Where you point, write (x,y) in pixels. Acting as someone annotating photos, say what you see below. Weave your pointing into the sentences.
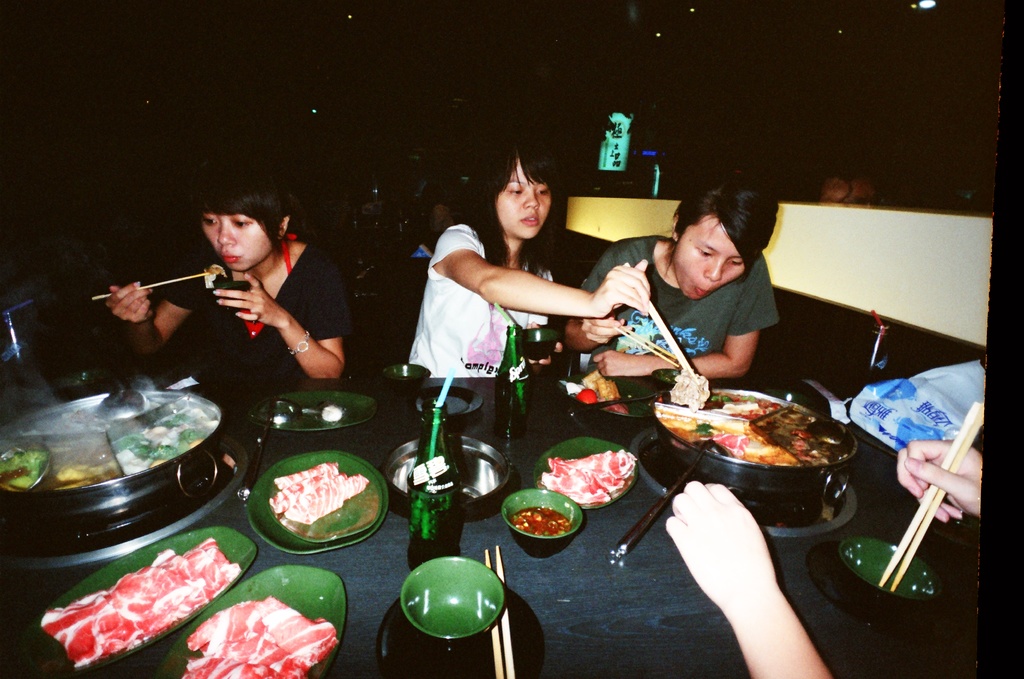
In this image we can see some persons (254,324). In the background of the image (615,122) there are some persons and other objects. At the bottom of the image (432,456) there are some food items (145,583), bottle (454,478), bowls (460,610), plates (366,511) and other objects (645,533).
